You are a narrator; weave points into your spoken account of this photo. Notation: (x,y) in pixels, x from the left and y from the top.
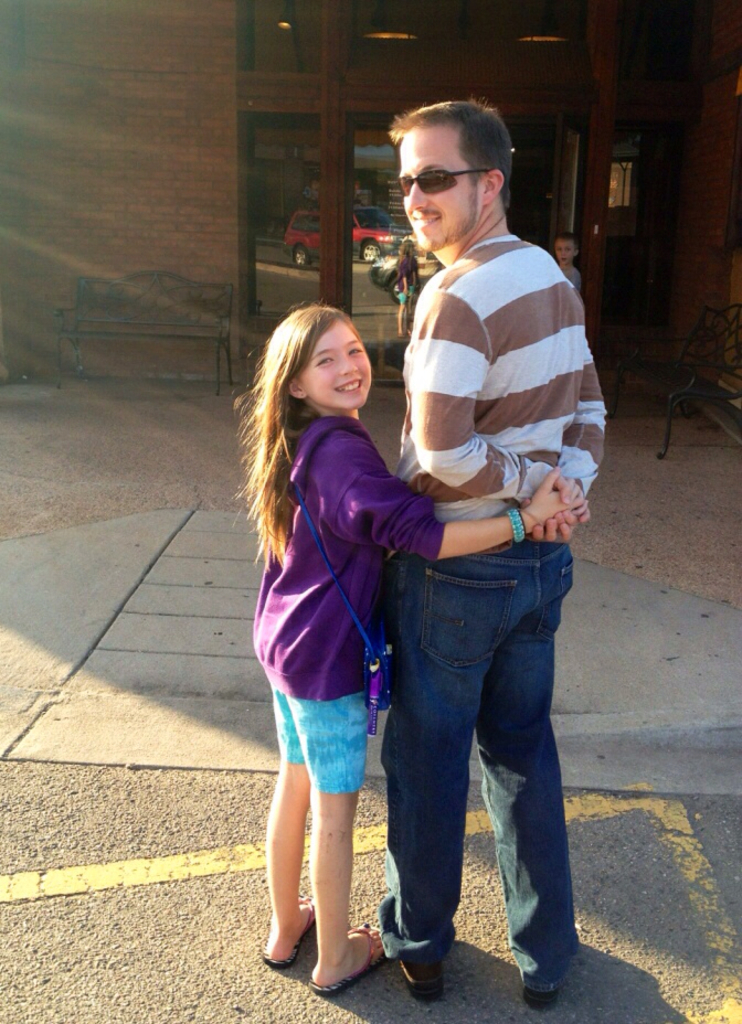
In this picture there is a man (439,128) who is wearing goggle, t-shirt (453,499), jeans (458,869) and shoe (536,999). Beside him we can see a girl (356,549) who is wearing purple top (306,560), short (303,752) and slipper (358,958). Both of them are smiling. In the background (181,150) we can see the building (273,70). There is a door (391,296) near to the bench (215,291). In the reflection (368,225) we can see a car (370,240), trees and person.
